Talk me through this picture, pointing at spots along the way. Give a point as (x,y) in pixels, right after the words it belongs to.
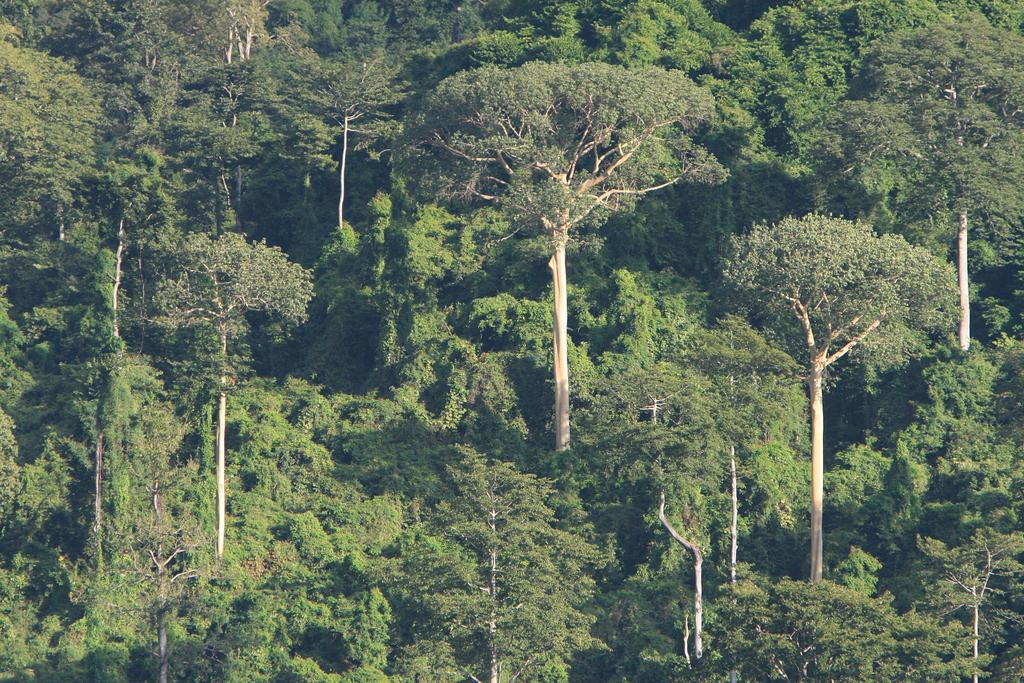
In this picture we can see trees (451,284).
